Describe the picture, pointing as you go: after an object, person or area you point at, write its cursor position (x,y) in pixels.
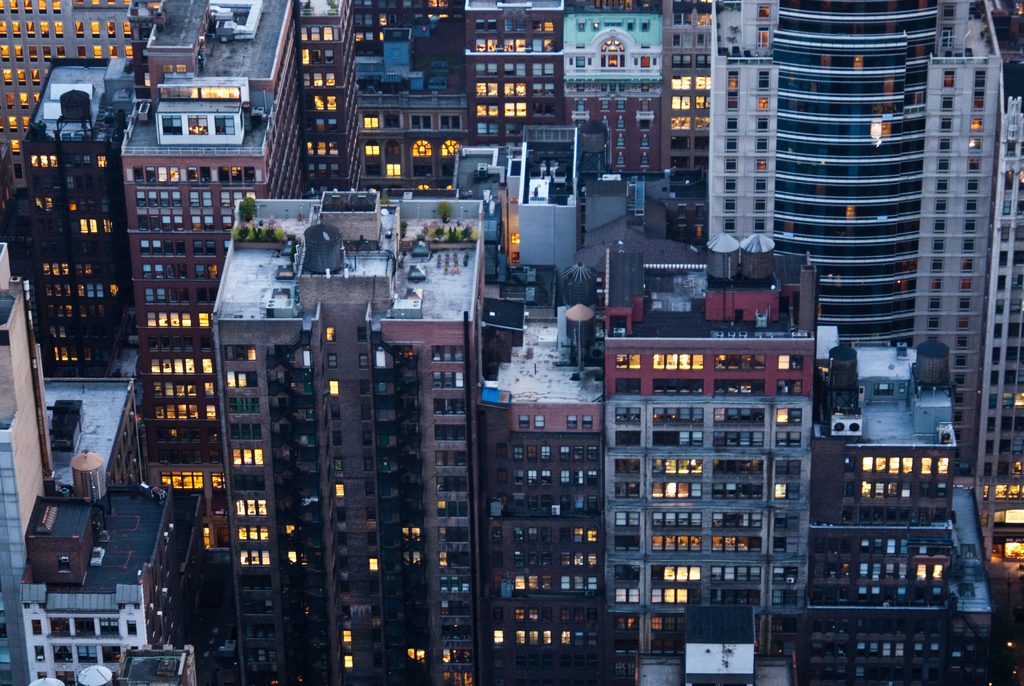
In the center of the image (541,305) we can see buildings (366,260), towers (448,393), windows (232,179), lights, plants (249,220), water tanks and a few other objects (417,250).
